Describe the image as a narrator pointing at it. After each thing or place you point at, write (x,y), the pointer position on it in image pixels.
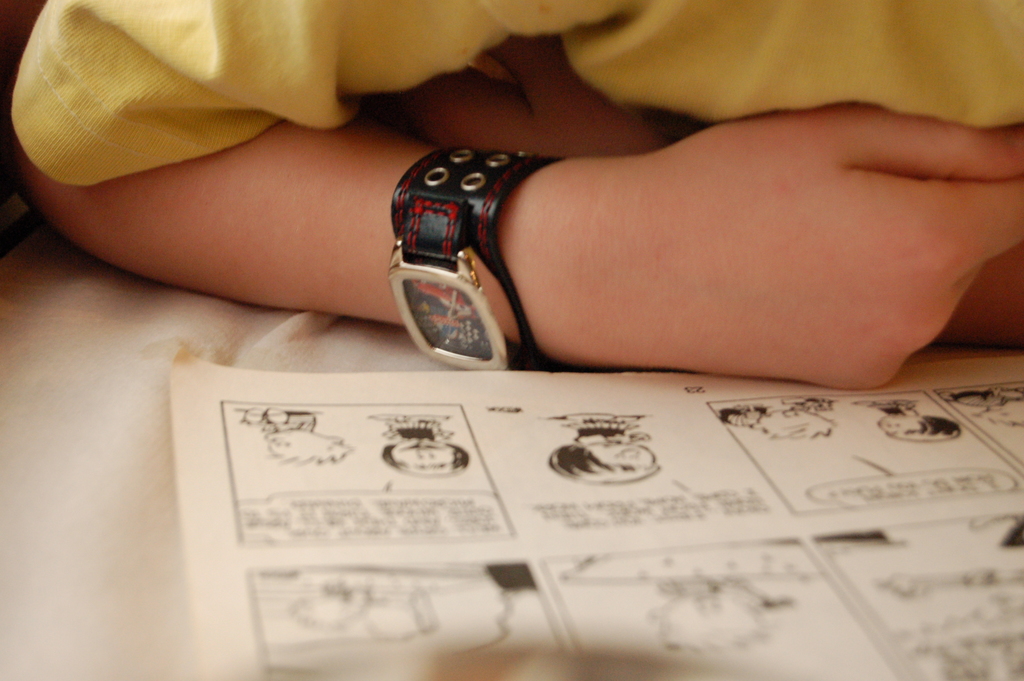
At the bottom of this image (328,524), there is a chart (281,415), on which there are paintings (269,419) and texts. Beside this chart (560,379), there is a person (353,16) in yellow color T-shirt (525,16), wearing a watch (490,179).
